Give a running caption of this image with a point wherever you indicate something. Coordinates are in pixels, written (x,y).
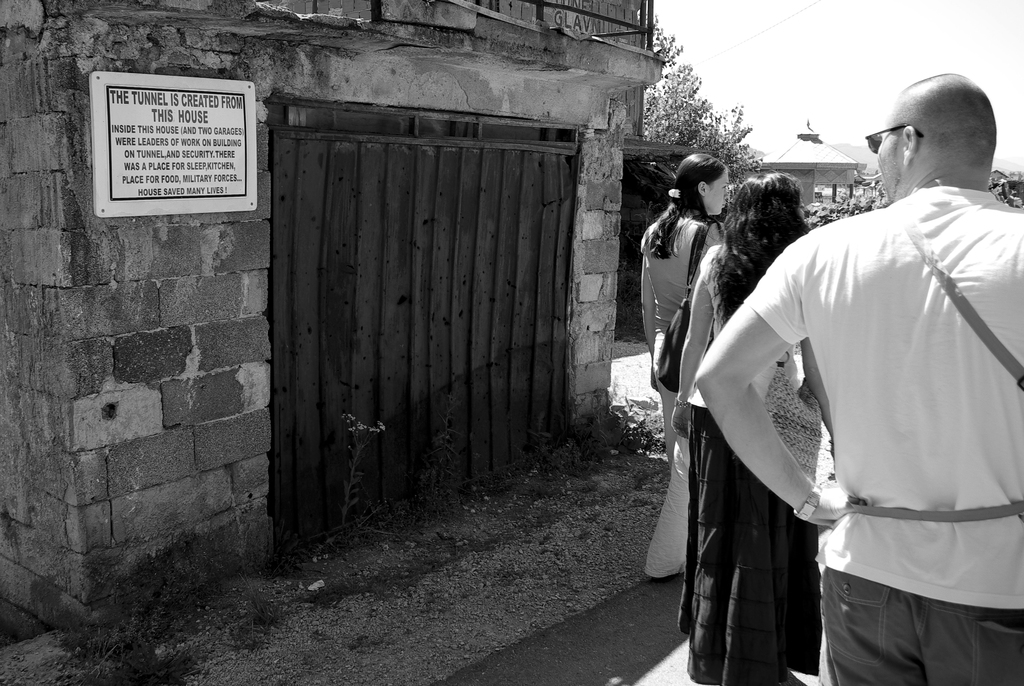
Black and white picture. Board (178,147) is on the brick wall (124,261). Here we can see people (939,178).
